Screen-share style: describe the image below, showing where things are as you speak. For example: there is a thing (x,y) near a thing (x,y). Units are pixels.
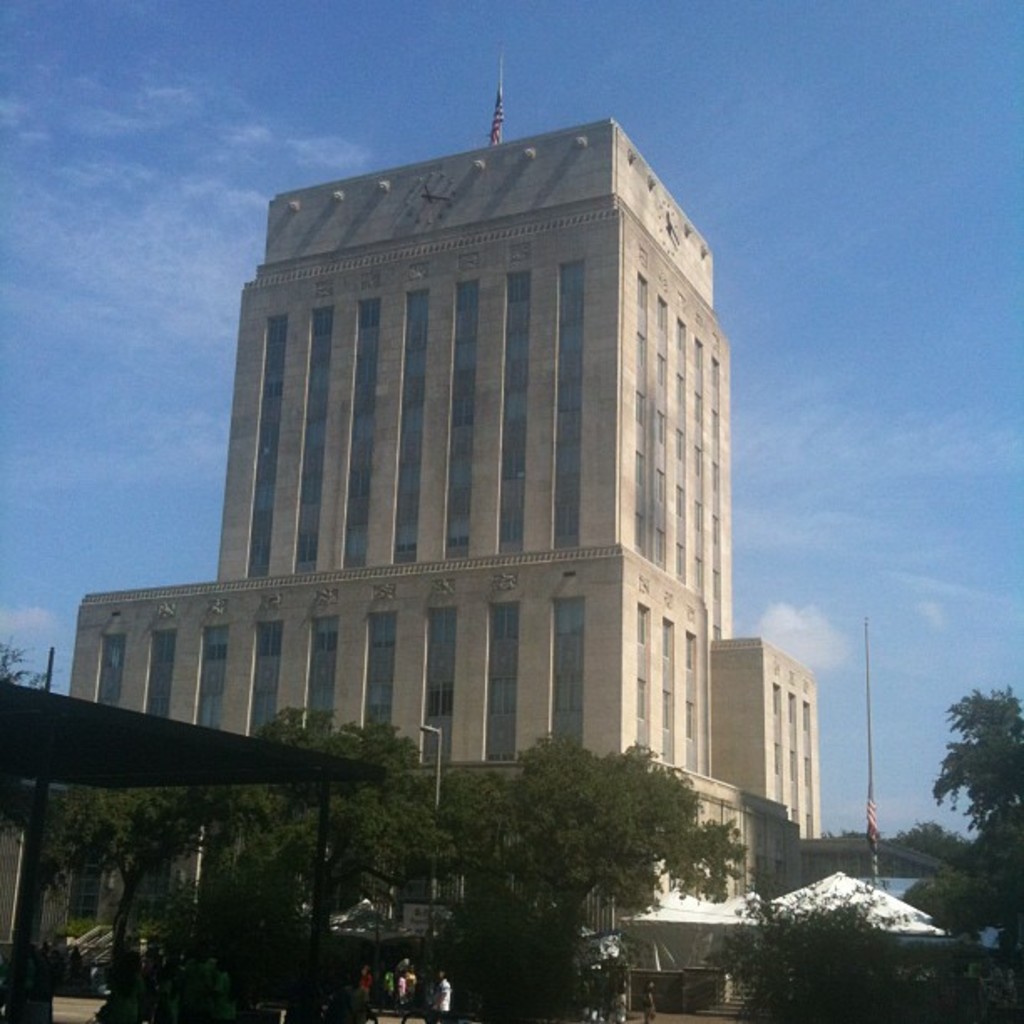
In this image I can see a multi story building (470,245) in the center of the image (390,352). At the top of the image (452,42) I can see the sky (790,93). At the bottom of the image (213,768) I can see a shed (147,728), trees (417,828) and some people (433,987) standing.
